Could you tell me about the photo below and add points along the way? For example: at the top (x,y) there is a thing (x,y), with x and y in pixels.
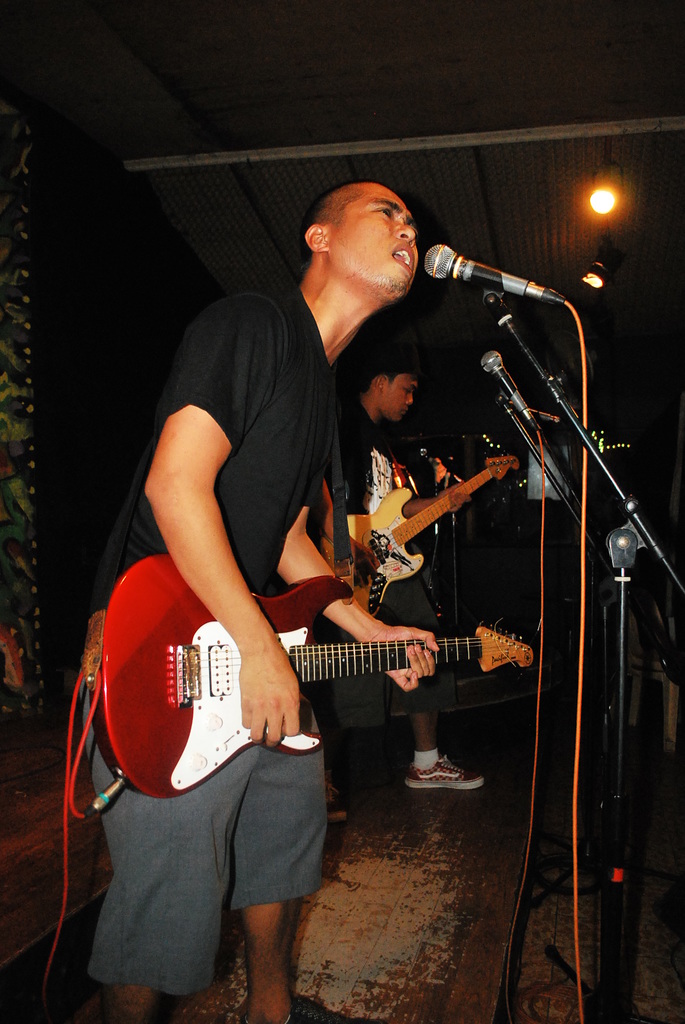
In this image I can see few men (458,503) are standing and holding guitars (497,460). Here I can see mics (459,270) in front of them.
